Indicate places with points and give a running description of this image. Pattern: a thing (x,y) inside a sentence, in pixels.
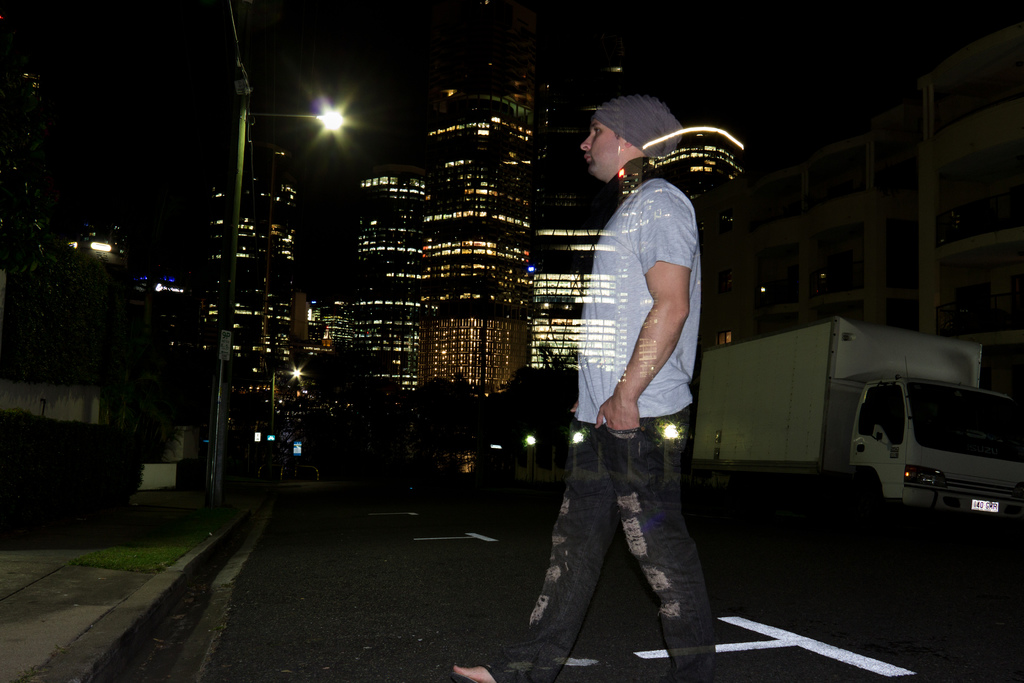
In this picture I can see there is a man (698,314) crossing the road (803,679) and there is a truck (895,413) in the backdrop (885,397) and there are few buildings (720,219) on to right (704,206) and in the backdrop (458,232). There are plants (170,363) and trees (24,180) on to left (40,327) and the sky (132,41) is clear.
